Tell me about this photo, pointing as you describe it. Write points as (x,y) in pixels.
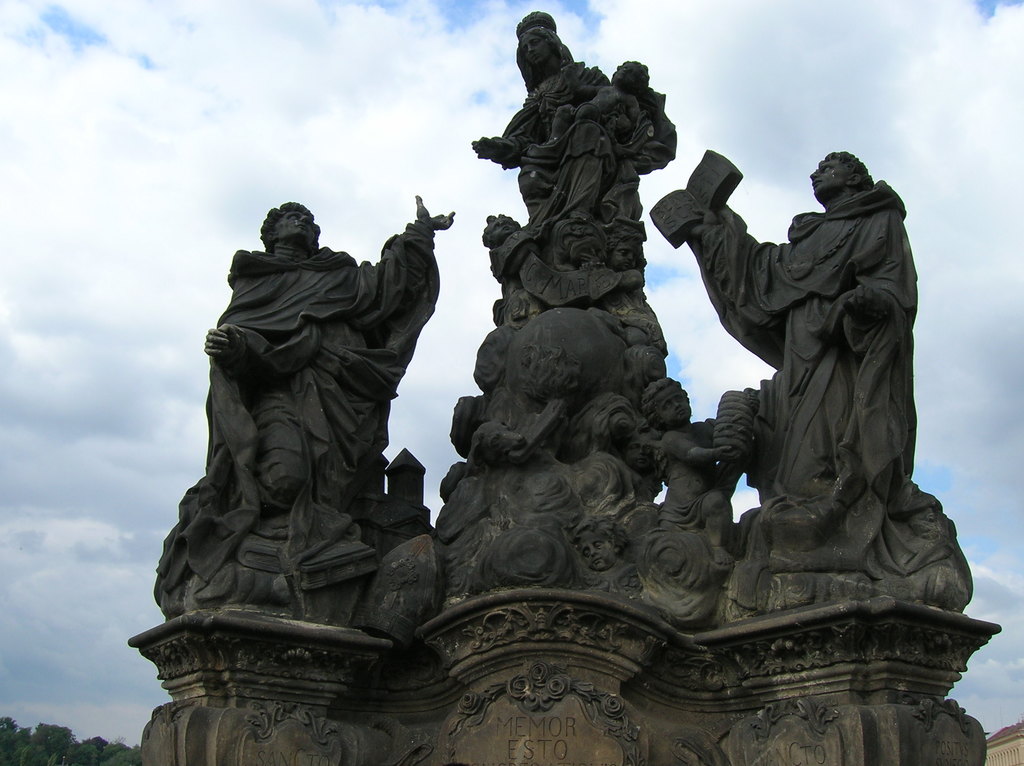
In this image, we can see some statues (646,636) with text (570,727) written. We can see some trees (9,753) on the bottom left corner (24,758). We can see the sky (76,448) with clouds (59,375). We can also see an object (1019,740) on the bottom right (1006,764).
